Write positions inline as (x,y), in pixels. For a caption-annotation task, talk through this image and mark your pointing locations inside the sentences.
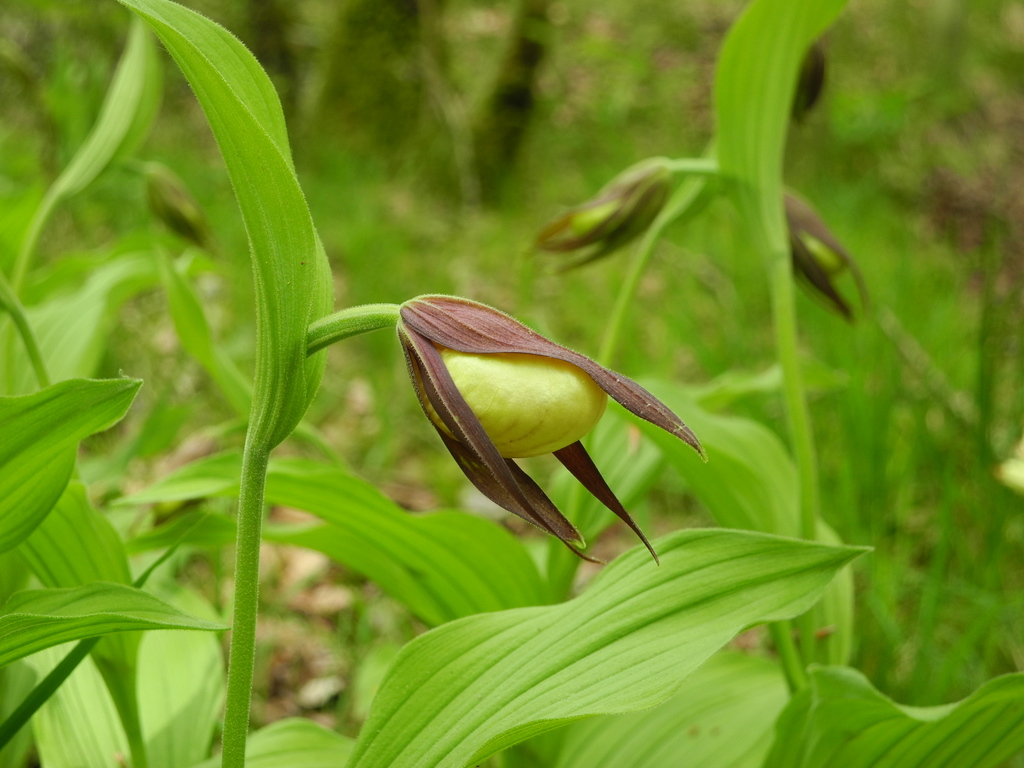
This picture shows plants (453,368) and we see buds (812,226).
